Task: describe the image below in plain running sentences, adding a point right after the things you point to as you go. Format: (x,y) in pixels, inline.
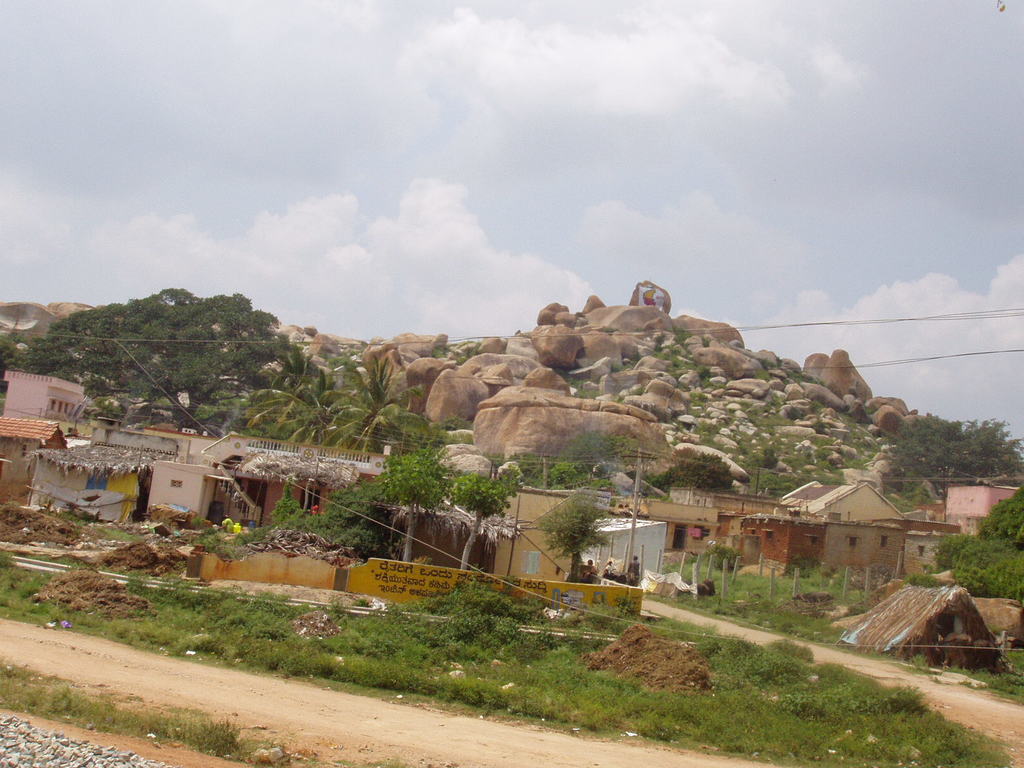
In this image we can see grass (679,598), plants (569,619), trees (365,501), houses (784,520), wall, huts (946,643), stones (24,723), and rocks (515,451). In the background (802,296) there is sky (626,272) with clouds (684,195).
